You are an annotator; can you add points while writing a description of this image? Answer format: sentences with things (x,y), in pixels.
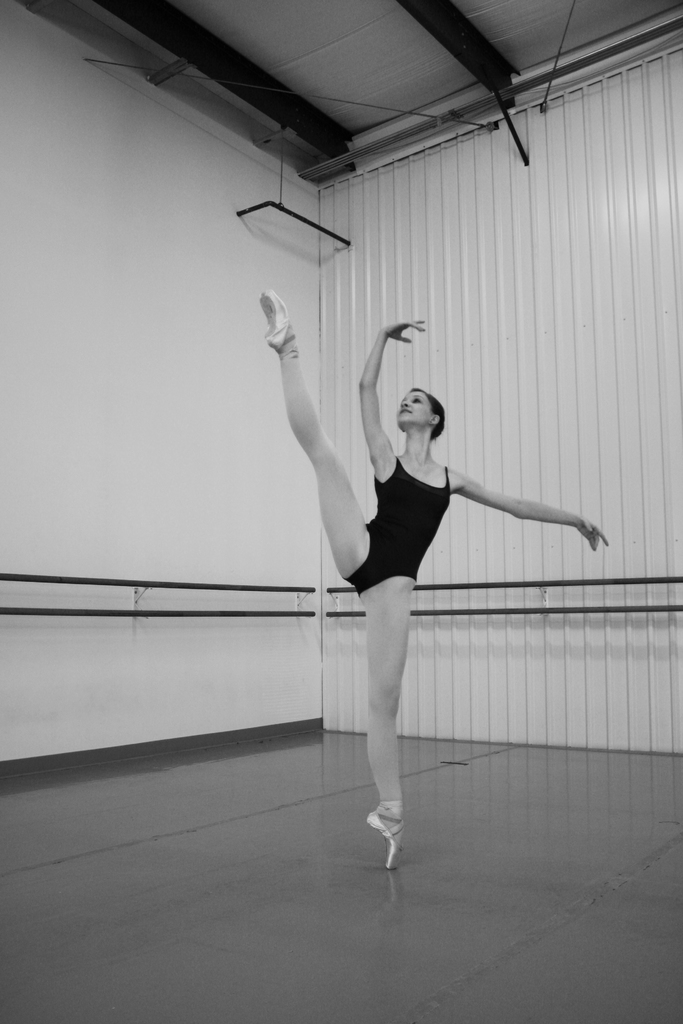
This picture seems to be clicked inside the room (14,729). In the center (407,429) we can see a person (402,509) wearing black color dress (407,504) and seems to be dancing. In the background (197,218) we can see the wall (181,242), metal rods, roof (445,91) and some other objects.
